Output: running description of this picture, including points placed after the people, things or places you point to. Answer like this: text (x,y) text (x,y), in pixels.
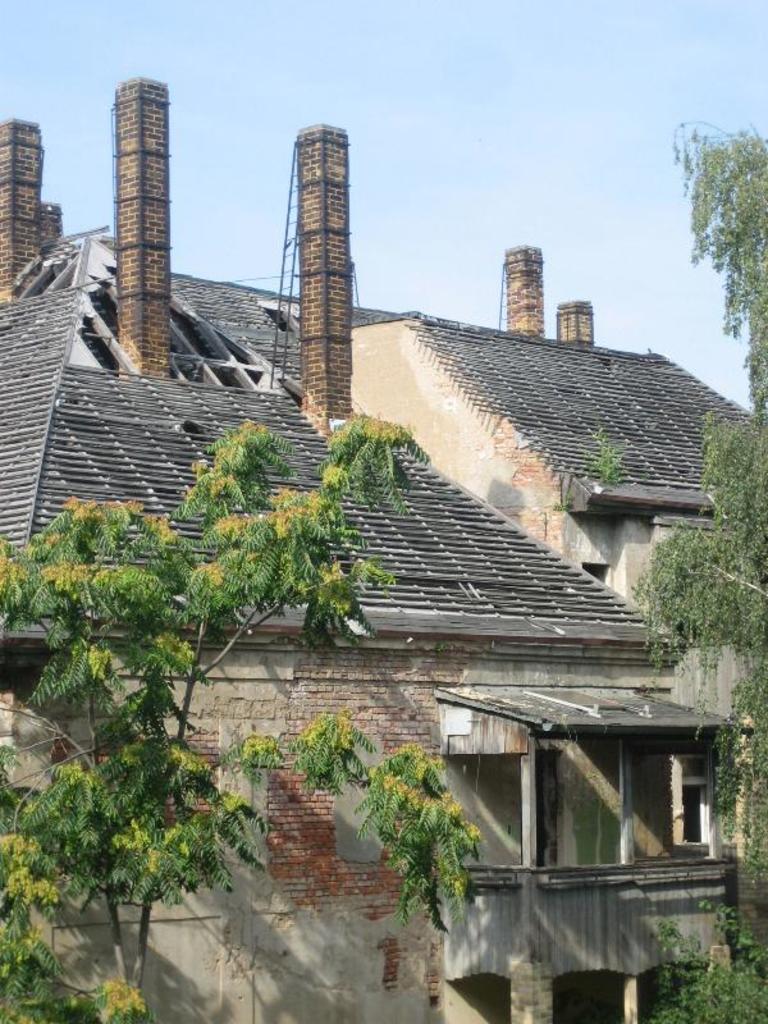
In this picture we can see a building (477,331). There are few trees (746,295) on the right (734,494) and left side of the image (15,931).
